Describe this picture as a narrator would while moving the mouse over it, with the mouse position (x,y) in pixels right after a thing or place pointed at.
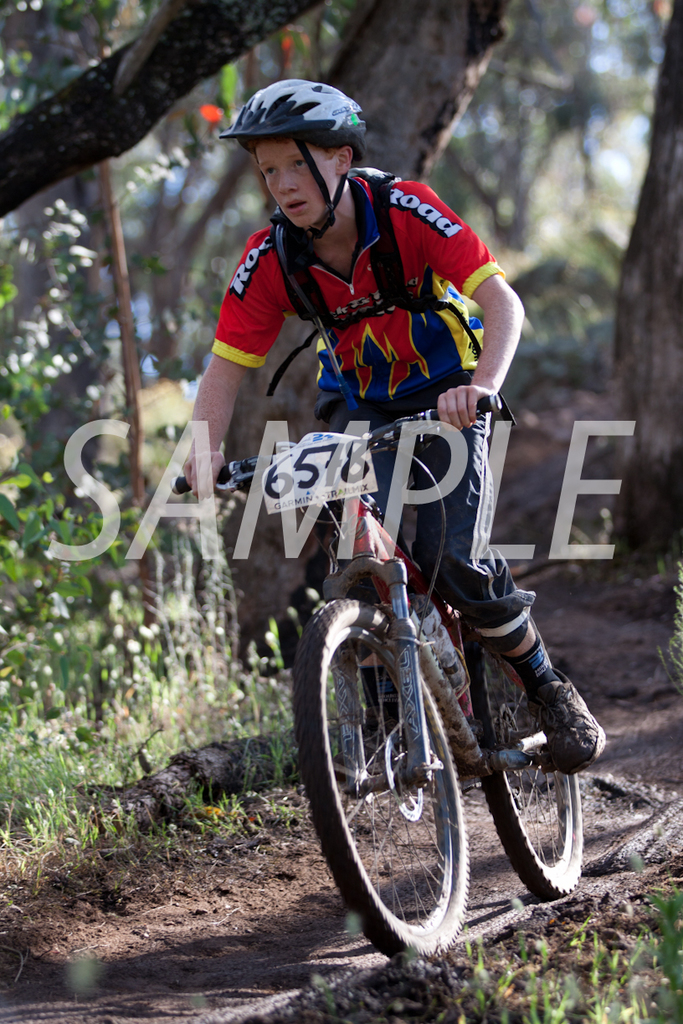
This is a picture taken in the outdoors. The person (372,287) in red t shirt (390,329) was riding a bicycle (364,616). Background of the person (346,313) is a tree (389,38).
